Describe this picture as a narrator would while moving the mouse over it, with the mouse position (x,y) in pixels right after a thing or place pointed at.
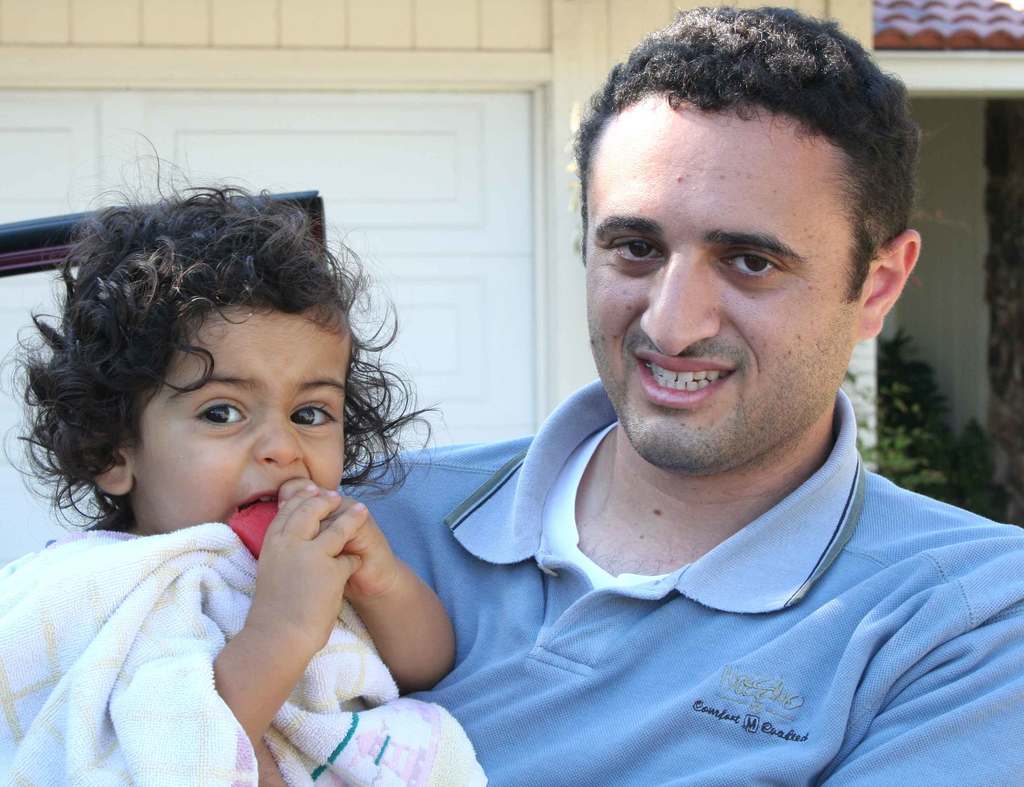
In this image there is a man (761,293) towards the bottom of the image (829,525), there is a boy (278,301) towards the bottom of the image (284,537), he is holding an object (264,517), there is an object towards the left of the image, there are plants (919,404) towards the right of the image (920,424), there is a door (418,235) towards the left of the image (267,145), there is a wall (466,25) towards the top of the image (467,27).
